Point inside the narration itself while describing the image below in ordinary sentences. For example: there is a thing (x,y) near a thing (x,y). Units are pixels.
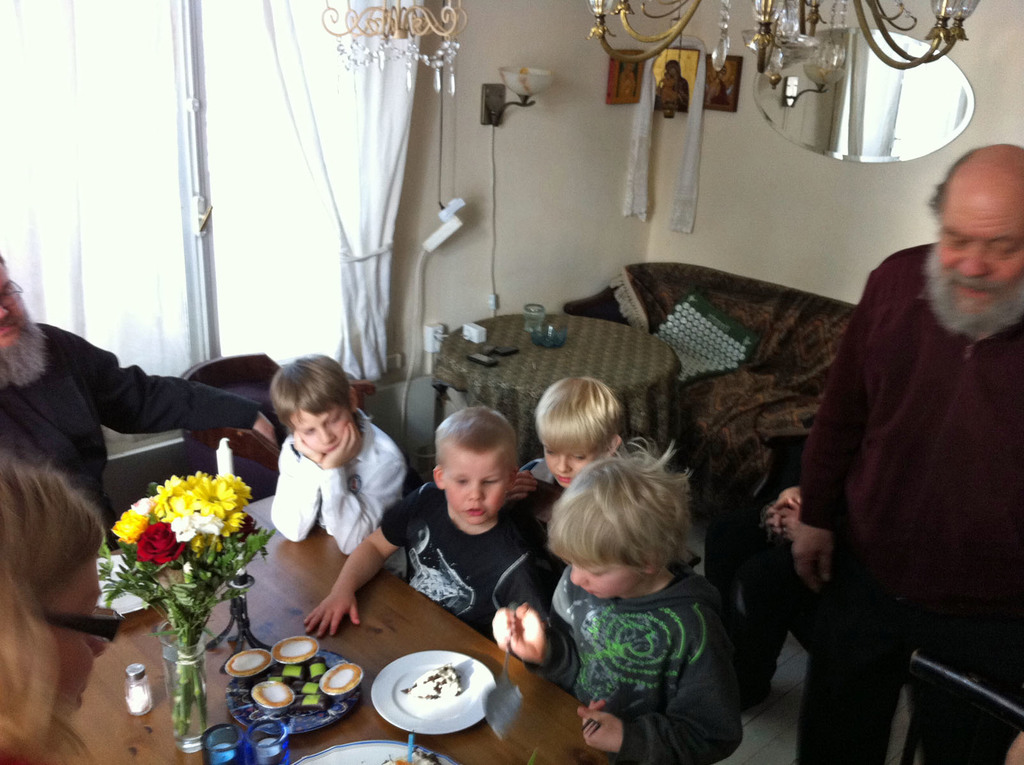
Here we can see some children (534,480) are standing on the floor (786,730). There is a man (892,429). This is table (543,728). On the table (129,748) there are plates (396,701), glasses (225,732), bottle (139,697), and a flower vase (153,576). On the background (500,264) there is a wall (808,205). This is sofa (734,380). Here we can see a window (250,122) and this is curtain (388,155).
